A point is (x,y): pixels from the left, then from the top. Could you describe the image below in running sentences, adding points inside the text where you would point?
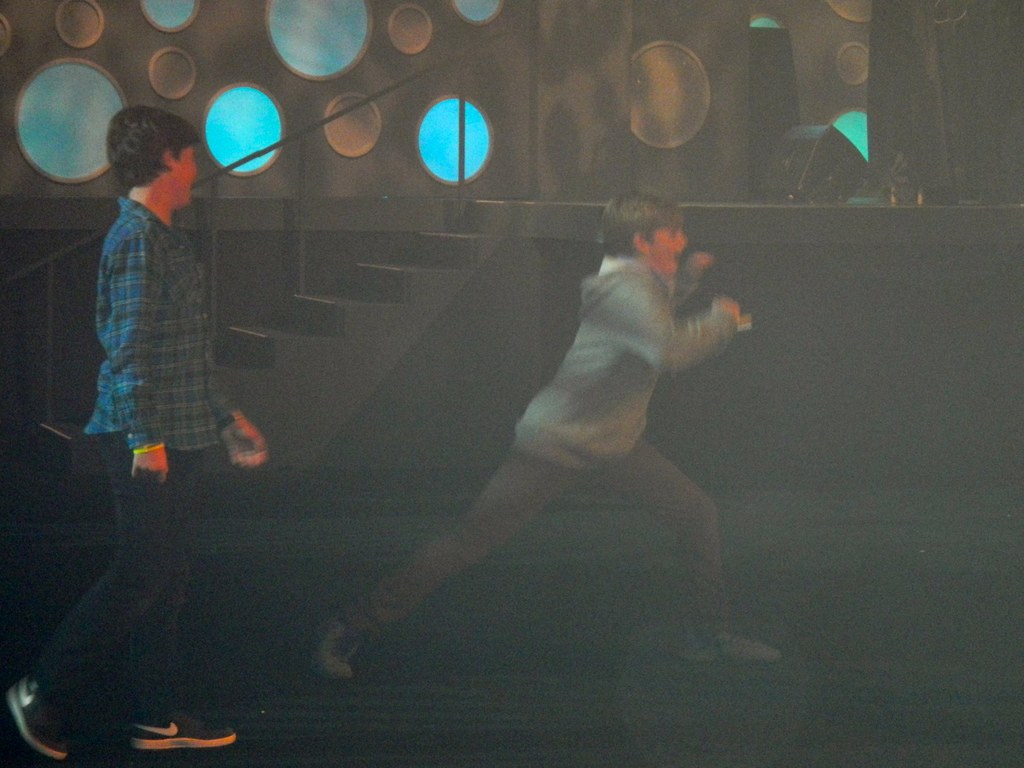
In this image we can see two persons (102,397). Behind the persons (578,360) we can see the stairs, light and the wall (549,187). On the wall (287,148) we can see the circular objects (427,132).
